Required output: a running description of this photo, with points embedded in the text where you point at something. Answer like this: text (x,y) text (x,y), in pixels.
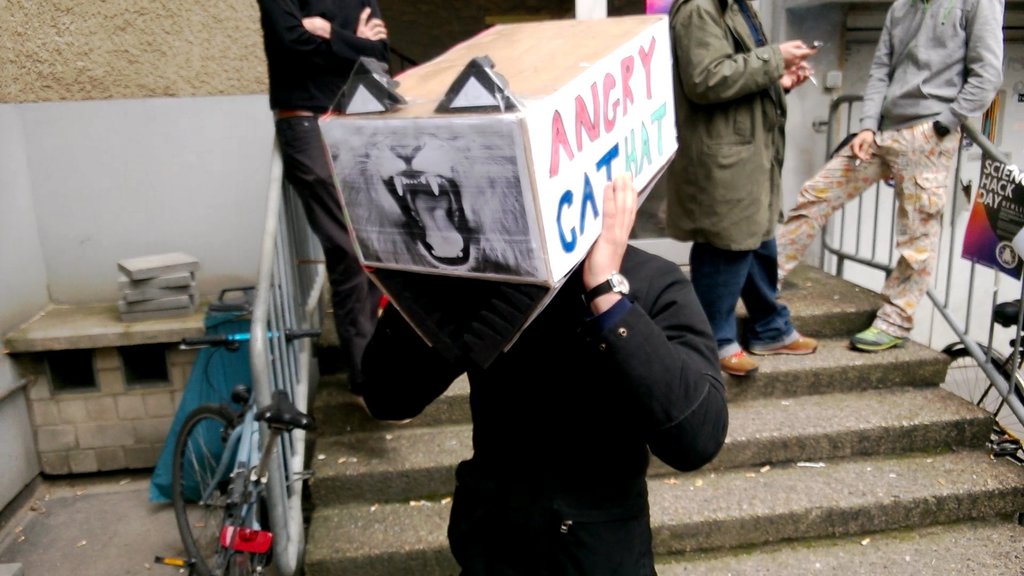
Here I can see a person (513,434) standing and wearing a card box (546,168) to the head (547,140). At the back of him there are few people (933,103) standing on the stairs (807,480). On both sides of the stairs (320,378), I can see the hand railings (304,342) and bicycles (214,419). On the left side (137,378) there is table (75,324) on which few bricks (153,292) are placed. In the background (91,130) there is a wall (106,115).
